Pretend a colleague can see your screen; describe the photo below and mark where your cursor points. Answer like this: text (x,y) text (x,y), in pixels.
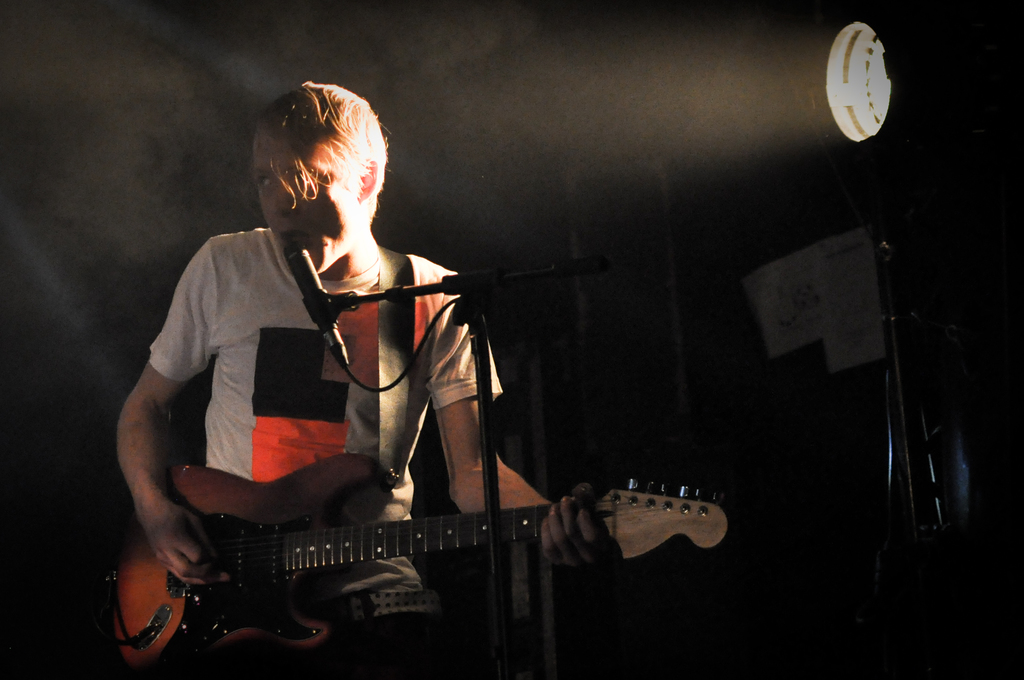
In this image I see a person (227,390) who is holding a guitar (220,550) and is in front of a mic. In the background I see the light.
